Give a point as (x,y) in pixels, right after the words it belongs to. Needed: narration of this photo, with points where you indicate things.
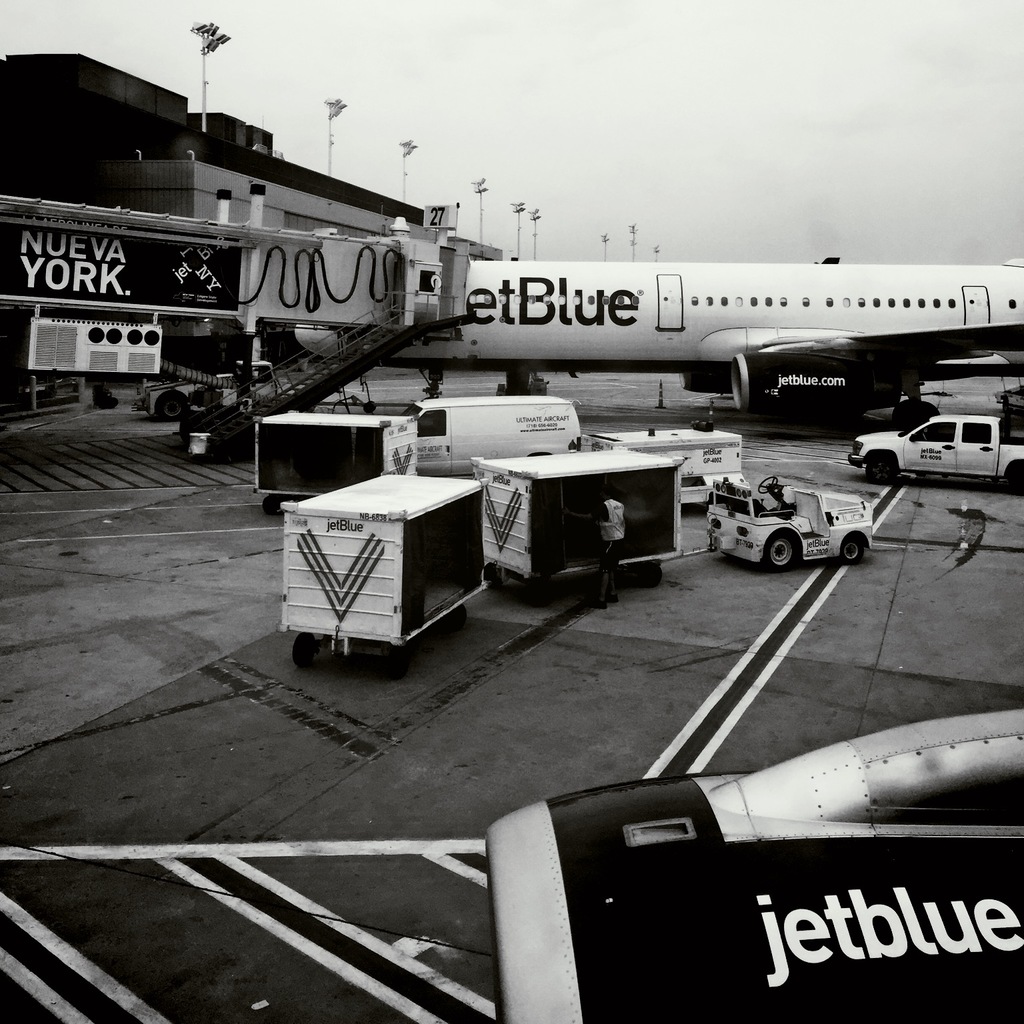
In this picture I can see there is a airplane (803,301) and it has a jet engine (858,383), doors (678,324), windows (878,305), wings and there are few trucks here and there is another jet engine (711,873) at the bottom of the image (640,846) and there is a building (176,192) onto left and the sky (721,83) is cloudy. This is a black and white picture.
